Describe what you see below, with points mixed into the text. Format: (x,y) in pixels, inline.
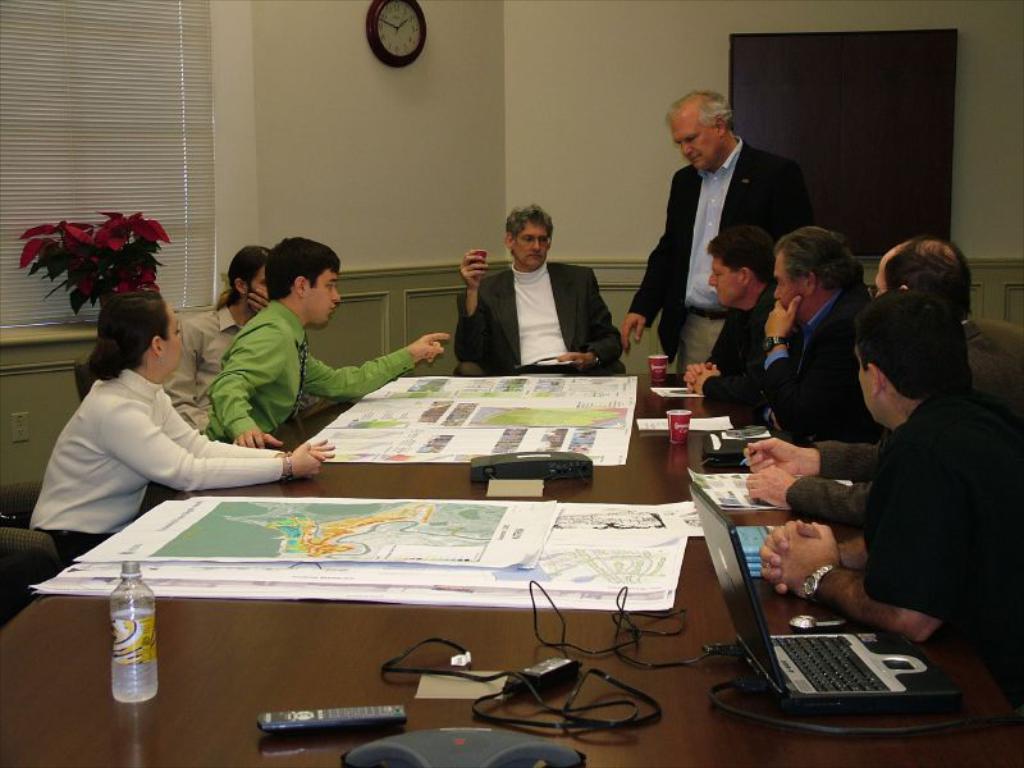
The image is inside the room (875,396). In the image there are group of people (867,447) sitting on chair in front of a table (644,669), on table (662,650) we can see a news paper (480,425), laptop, wired (625,595), router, water bottle (140,624), glass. On right side (707,211) there is a man (752,219) standing in front of a table (608,418) and we can also see shelf (862,85), wall (642,85). On left side (315,169) there is a clock (382,25) on wall (245,168) and a window (213,149) which is closed flower pot (78,252) with flowers (111,226).
